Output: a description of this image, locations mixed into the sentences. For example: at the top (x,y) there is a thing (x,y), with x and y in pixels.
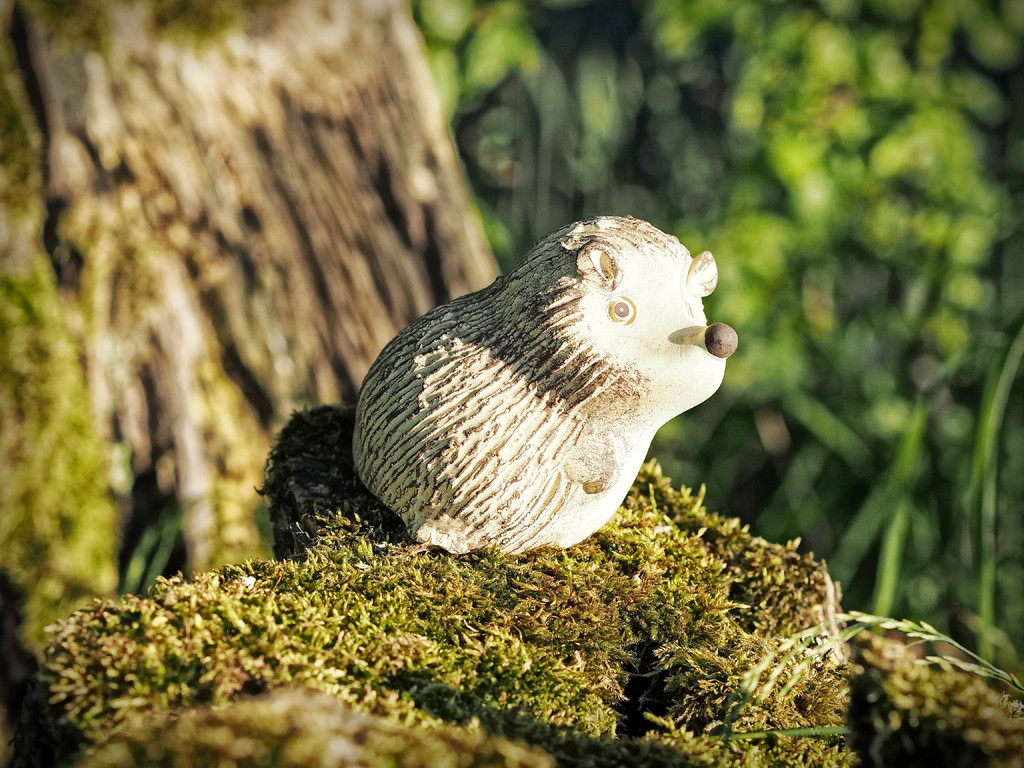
In this image we can see toy (619,350) on the grass (390,643), in the background (888,138), we can see trees (801,231), and the background (127,268) is blurred.
